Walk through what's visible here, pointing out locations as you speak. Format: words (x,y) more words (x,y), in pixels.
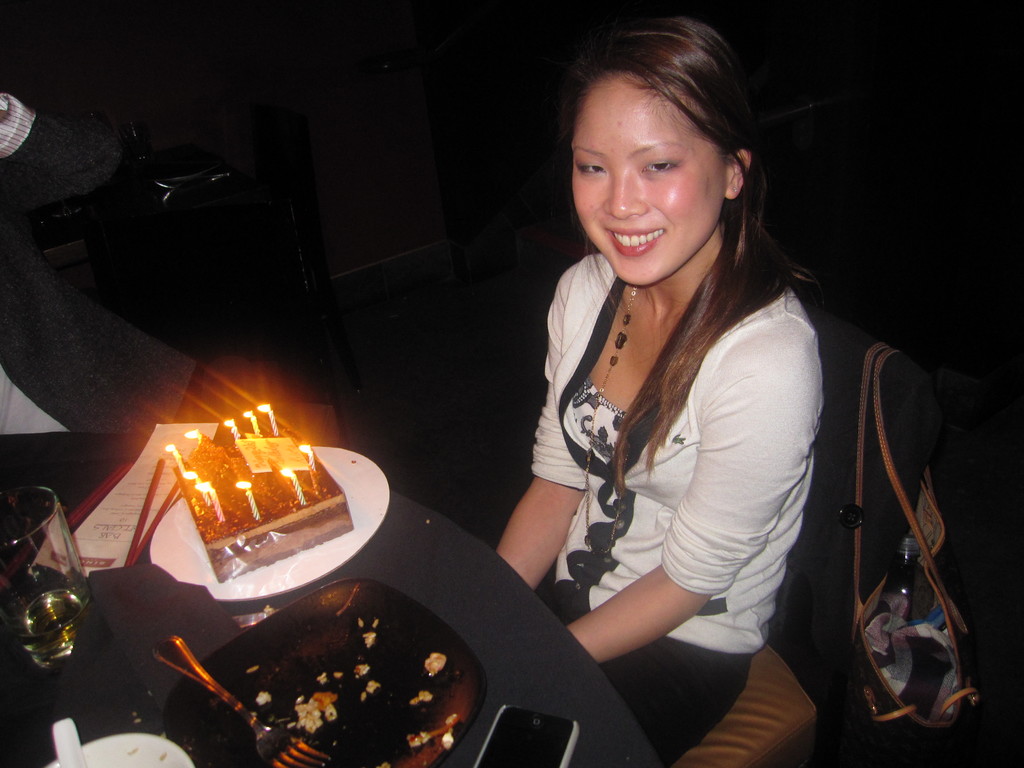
In this image I can see a woman (700,413) is sitting, I can see she is wearing white colour dress (715,462) and I can also see smile on her face (616,258). I can also see a table (389,507) and on it I can see few plates (333,627), a fork (282,751), chopsticks (89,511), a white colour paper (137,482), a glass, a cake (231,528) and number of candles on it. I can also see a bag (866,408) and in it I can see a bottle (912,558).
